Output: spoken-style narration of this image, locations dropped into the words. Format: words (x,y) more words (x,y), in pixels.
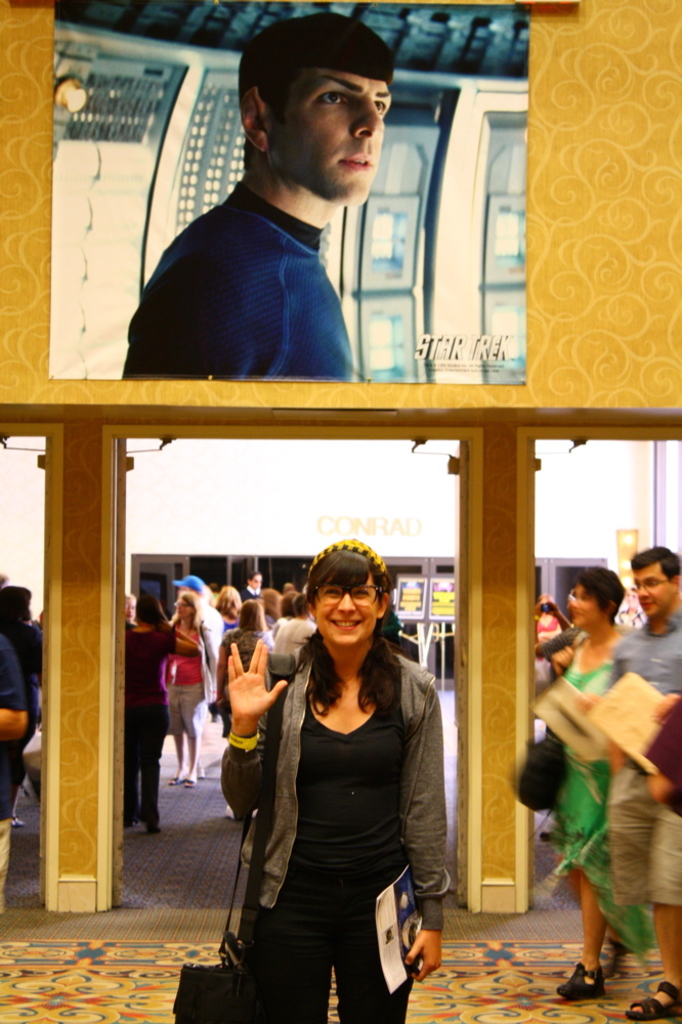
In this image, we can see few people (428,823). Here a woman (361,837) is holding a book (397,945) and smiling. Background (612,249) we can see pillars (498,839), banners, wall (607,257) and few objects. Top of the image (480,303), we can see a poster (282,291) on the wall (560,225).
